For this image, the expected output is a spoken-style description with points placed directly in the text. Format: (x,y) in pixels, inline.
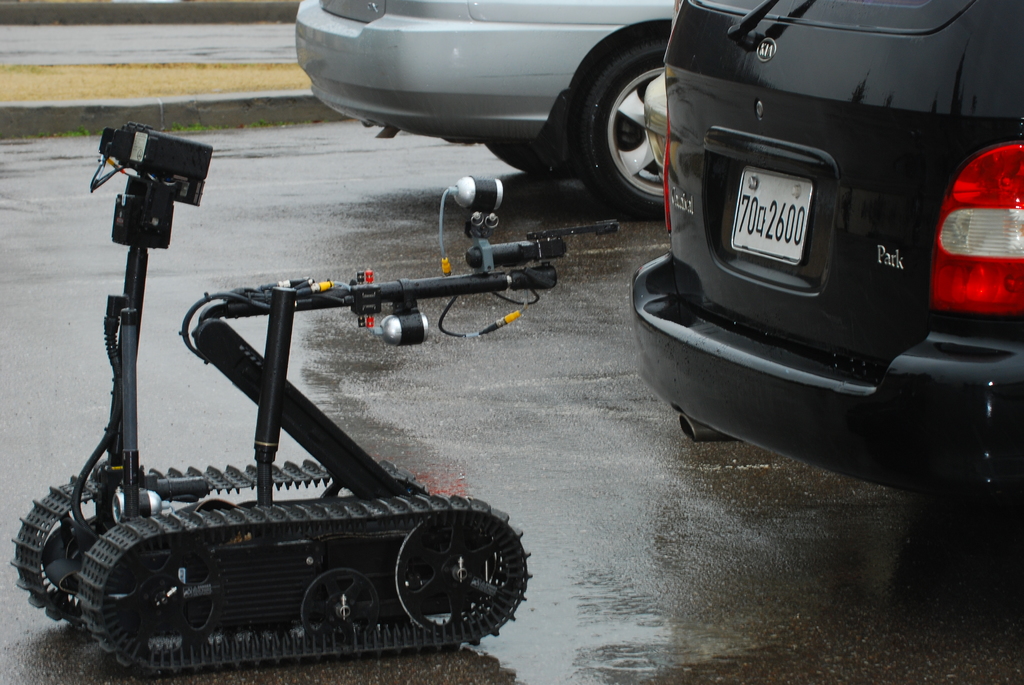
In the picture I can see vehicles (752,389) and electronic machine (260,526) on the road (257,408). The machine (254,373) is black in color.
